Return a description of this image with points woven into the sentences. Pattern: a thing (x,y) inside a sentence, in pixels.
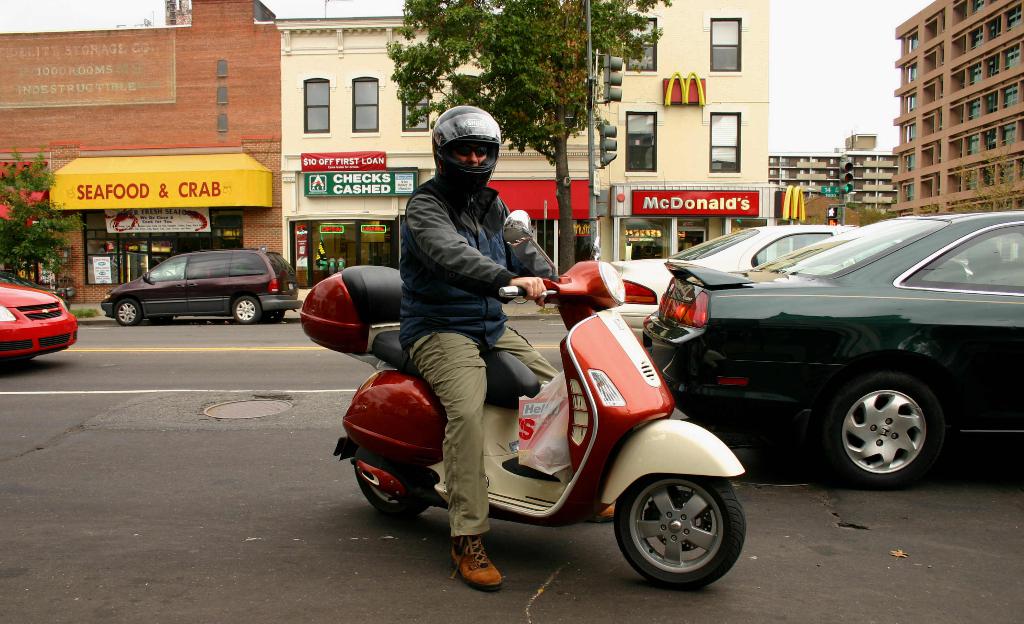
A man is riding a Scooty (631,358). On the right (711,418) there are cars (787,372) in the middle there is a tree (560,152).
